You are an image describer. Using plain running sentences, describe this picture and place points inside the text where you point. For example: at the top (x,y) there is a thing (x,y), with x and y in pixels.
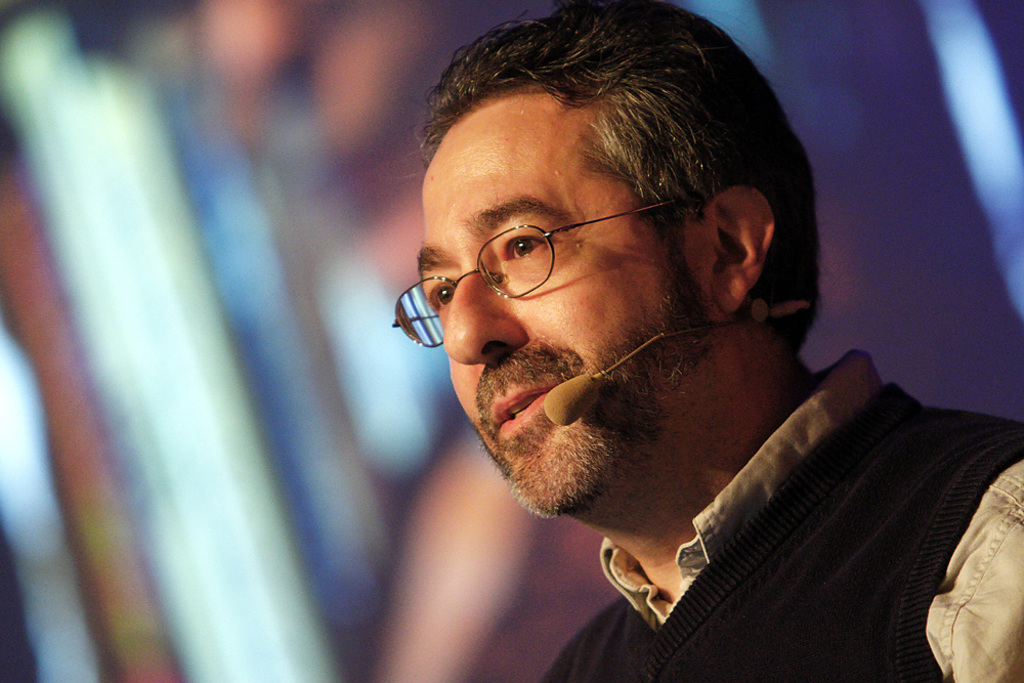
In this image on the right (701,496), there is a man (737,571), he wears a sweater (827,583) and shirt (1014,578) and there is a mic (562,401).
